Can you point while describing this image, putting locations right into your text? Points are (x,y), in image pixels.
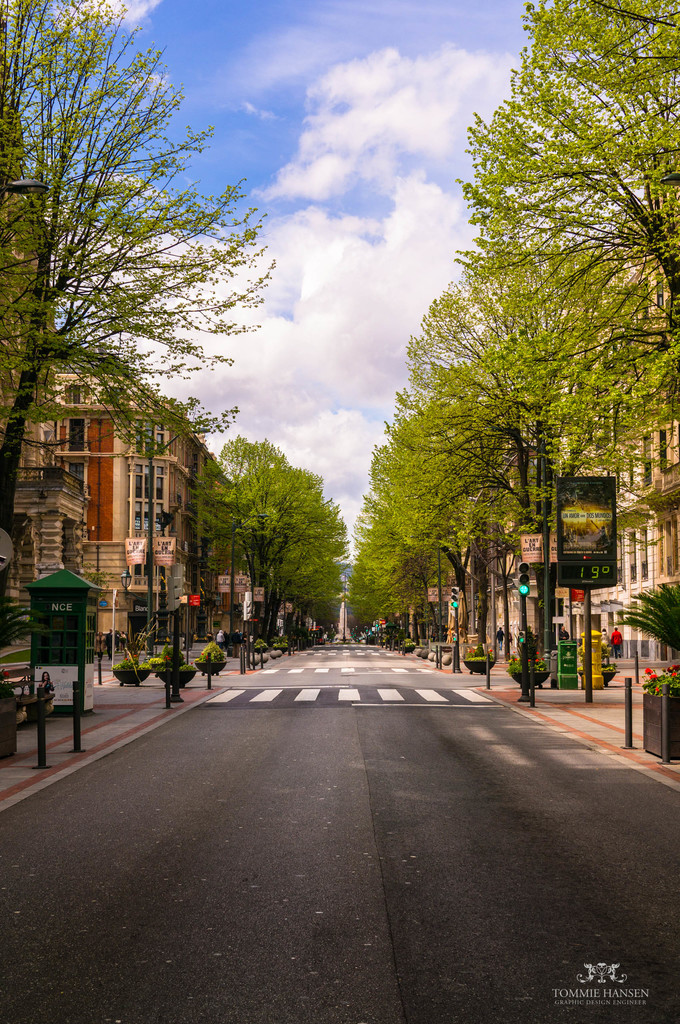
This is a road (354,659). These are the trees (448,494) with branches (91,218) and leaves (292,589). I can see the buildings (159,492) with the windows (632,575). These look like the traffic lights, which are attached to the poles (523,604). I think this is a board (563,521). I can see the flower pots (173,674) with the plants (475,657) in it. This looks like a telephone booth (63,673). I think these are the lane poles (208,681), which are beside the road (323,698). This is the watermark (594,976) on the image. I can see the clouds (303,322) in the sky (271,114).
